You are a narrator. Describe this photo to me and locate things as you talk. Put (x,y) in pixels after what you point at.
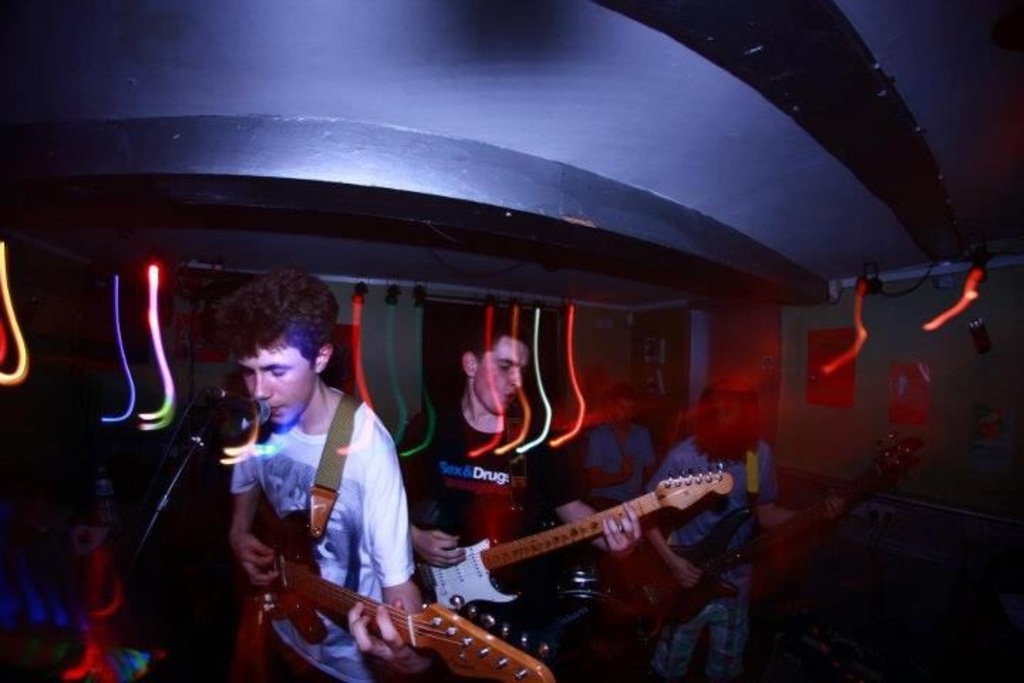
There are two boys (298,493) in the picture holding a guitar (468,562) and playing it. One is singing. We can observe some different colors of lights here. In the background (699,432) there are some other one (724,437) holding the guitar (756,539) in their hands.
